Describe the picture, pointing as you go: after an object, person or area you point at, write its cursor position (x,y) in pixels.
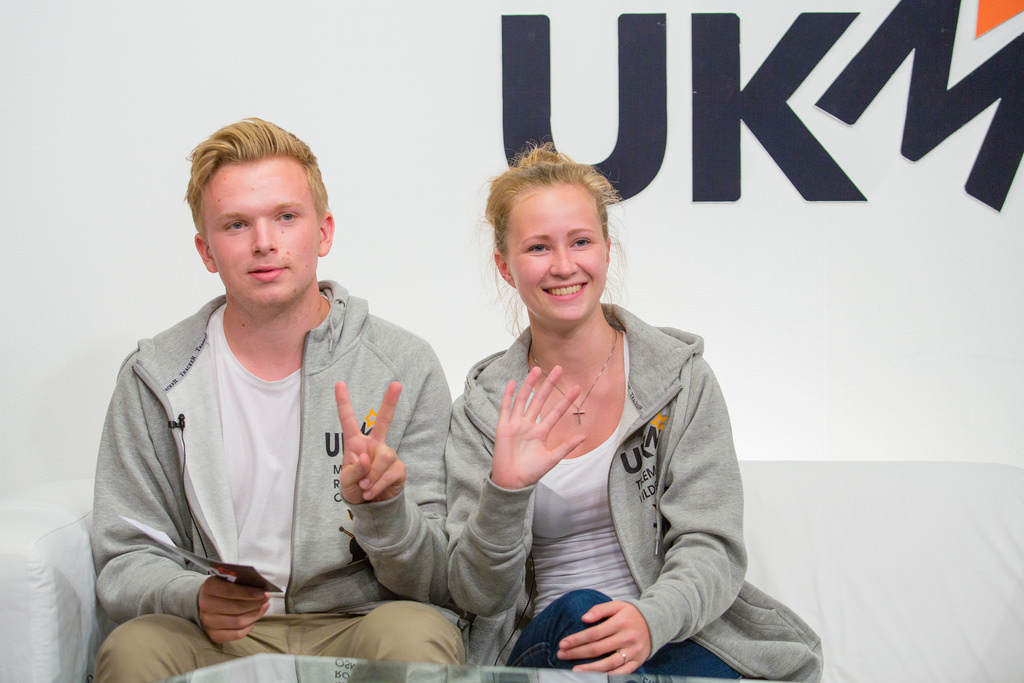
In this picture there is a couple (447,405) wearing same jacket (404,484) is sitting in a sofa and there is ukm (700,44) written in the background (725,75).
